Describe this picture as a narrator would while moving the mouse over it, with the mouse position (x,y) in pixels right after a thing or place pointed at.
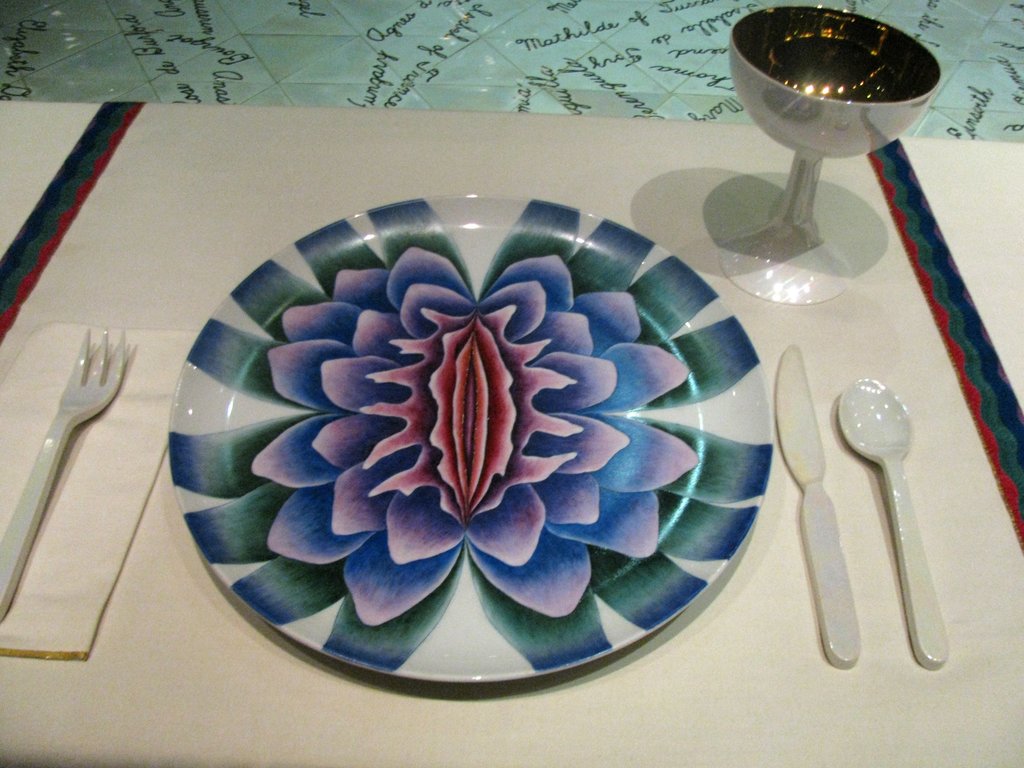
In the given image we can see that, there is a plate (254,427), spoon (914,531), knife (829,511), fork (66,429) and a glass (809,123).
